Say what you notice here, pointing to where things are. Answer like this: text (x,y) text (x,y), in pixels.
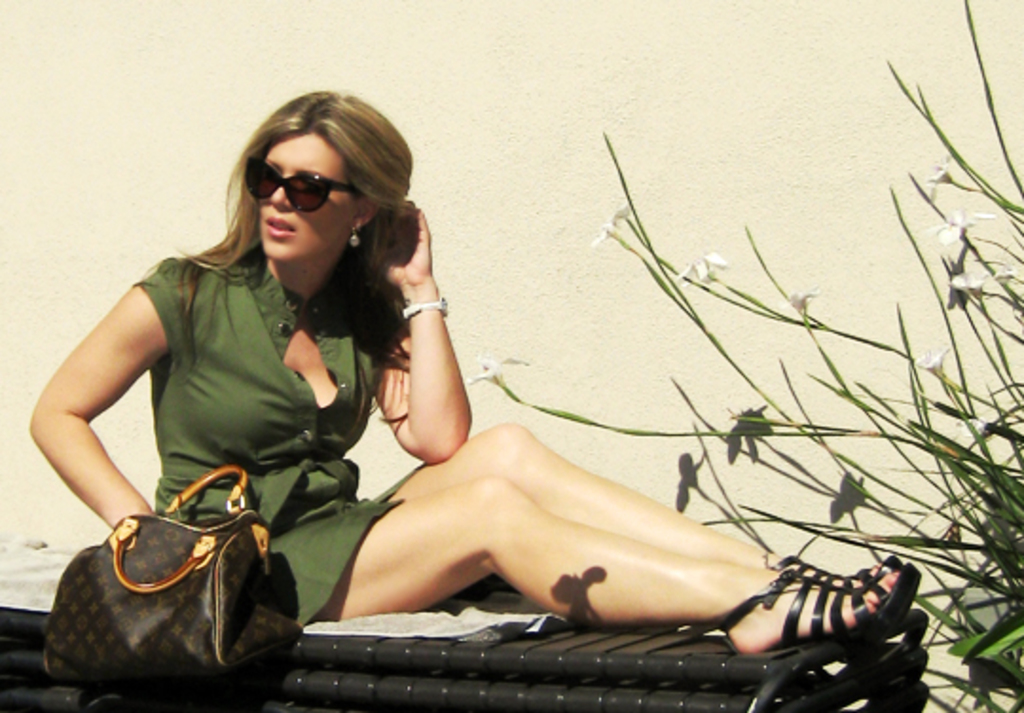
The image is outside of the house (614,387) and it is very sunny. In the image we can see a woman (323,211) who is wearing her goggles (309,195) and holding her bag (189,532) sitting on bench (19,614). On bench (20,611) we can see a mat (21,599). On right side (1012,538) there are some plants (971,281) with some flowers (971,291).
